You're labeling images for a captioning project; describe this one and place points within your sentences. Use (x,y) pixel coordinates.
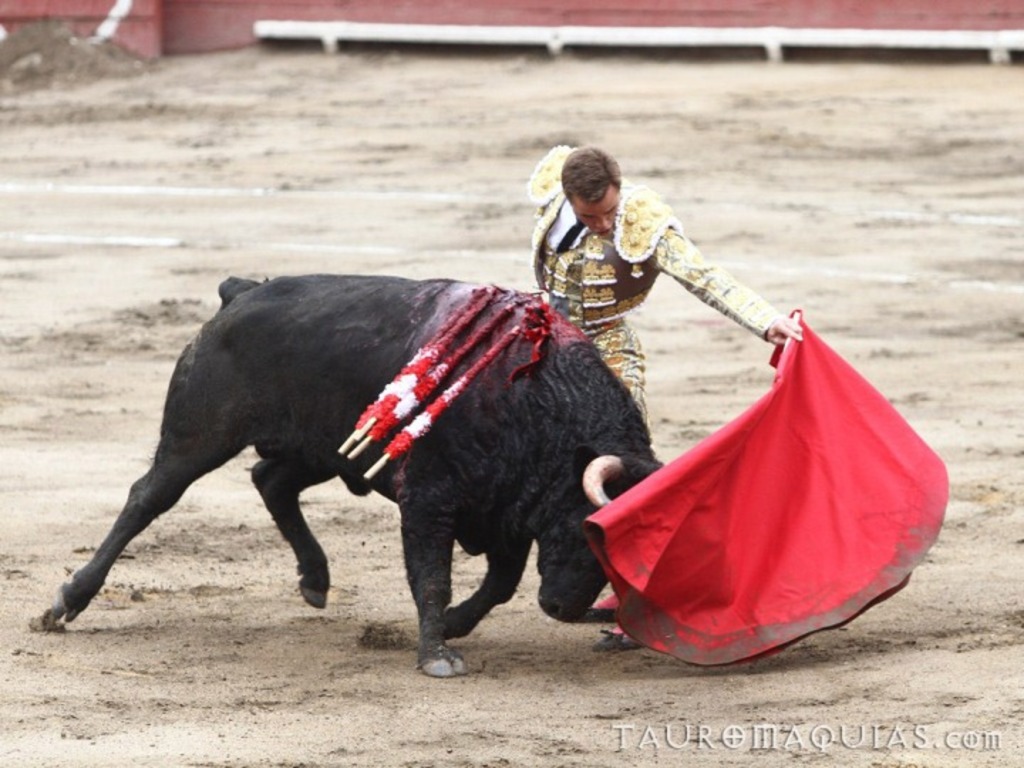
In the center of the image (567,448) we can see one bull (526,517), which is in black color. And we can see one man (597,238) standing and holding one red cloth (812,435) and he is in different costume (599,297). On the bull (478,384), we can see some objects (434,343). In the bottom right side of the image (710,746), we can see some text (862,725). In the background (240,30) there is a wall (279,4) and a few other objects (647,33).
